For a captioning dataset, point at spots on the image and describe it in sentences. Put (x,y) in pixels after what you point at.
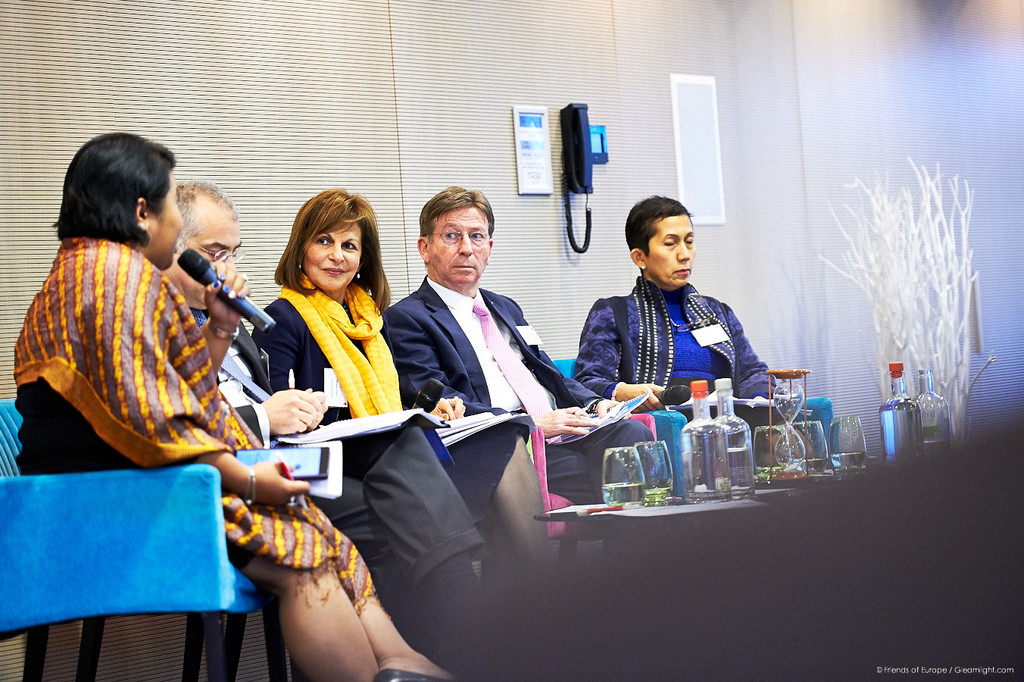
In this image I can see group of people (300,427) sitting. In front (182,346) the person (215,351) is holding a microphone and I can also see few papers (337,483), bottles (704,471), glasses (757,459) on the table (704,515). Background (543,95) I can see a telephone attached to the wall (423,111) and the wall (355,111) is in cream color.
